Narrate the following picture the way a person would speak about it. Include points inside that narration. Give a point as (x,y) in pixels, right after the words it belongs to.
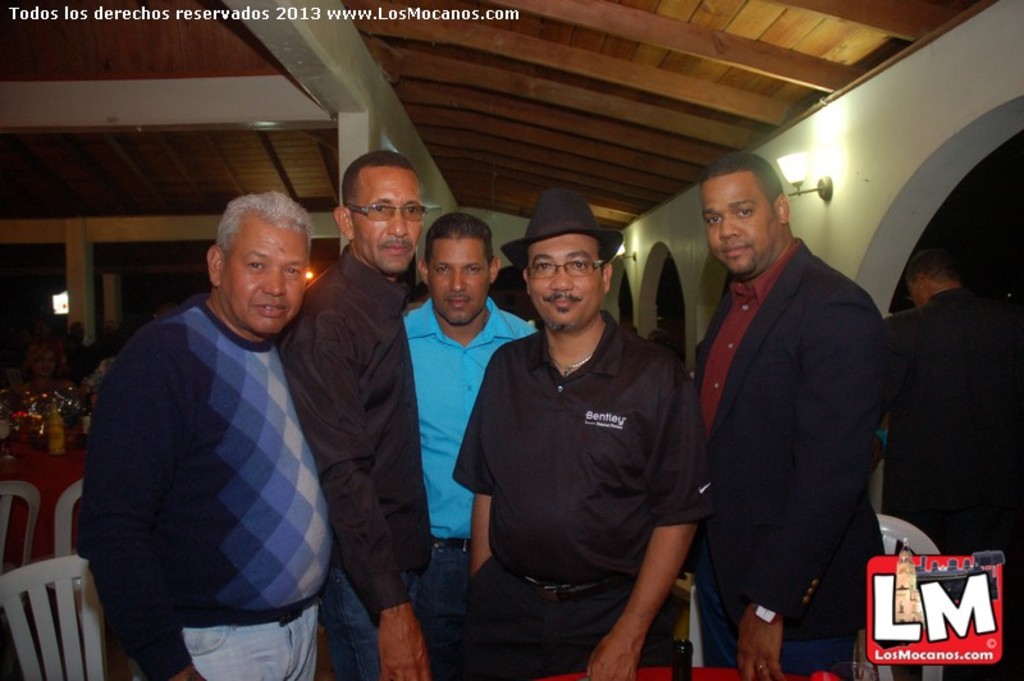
In this picture I can observe five men (525,387) standing on the floor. One of them is wearing black color hat (560,234) on his head (579,250). Two of them are wearing spectacles (364,212). There are chairs (42,636) behind them. On the right side (792,167) I can observe a lamp (797,178) fixed to the wall (846,157). In the background (242,150) I can observe wooden ceiling (139,152). There is some text (238,10) on the top of the picture (106,15).
